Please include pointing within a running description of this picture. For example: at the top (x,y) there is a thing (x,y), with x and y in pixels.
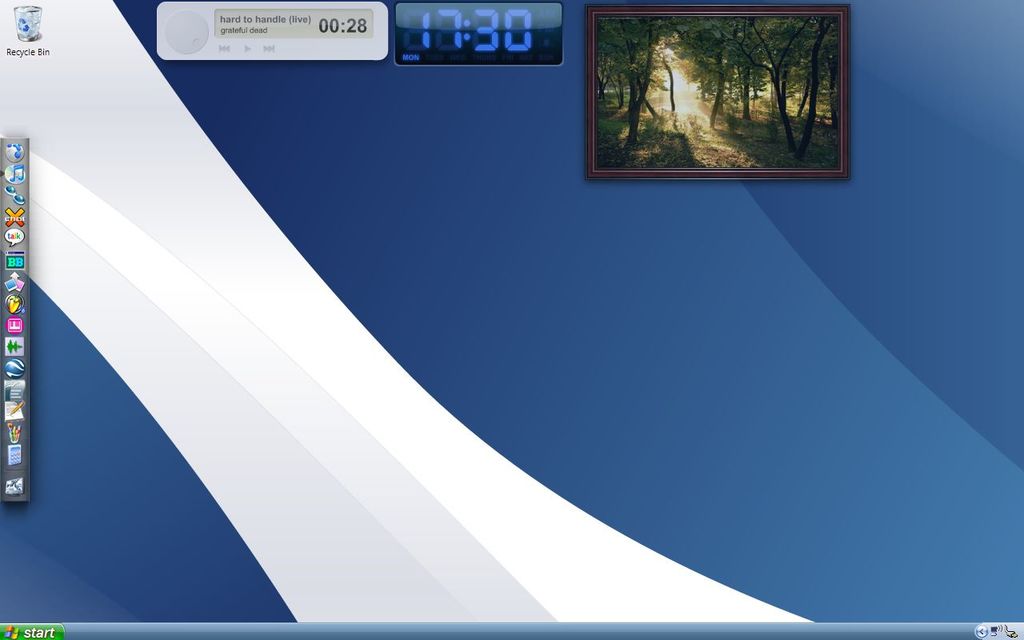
This is a computer screen (481,354). On the screen (322,230) there is a photo frame (681,117) with trees (778,89). On the left side (23,285) there are some icons (32,24). Also there is time (470,44) on the top side (481,32).
